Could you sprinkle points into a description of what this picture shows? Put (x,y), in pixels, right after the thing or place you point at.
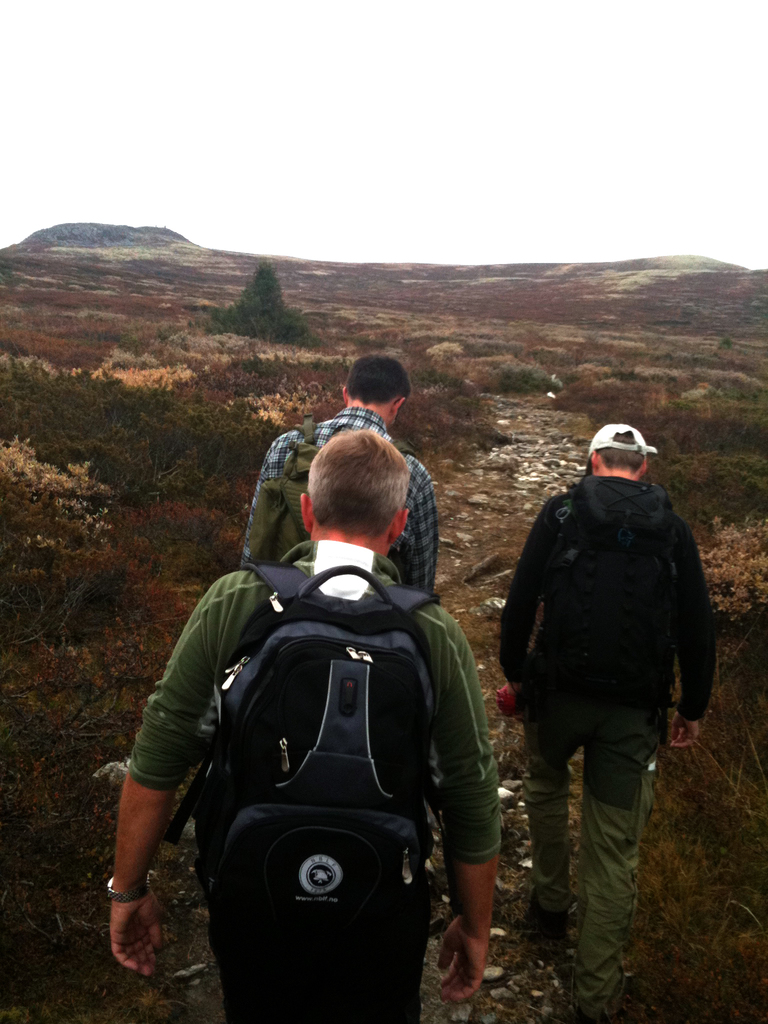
In the image are three men (639,734) with backpacks (369,795) walking on a path (505,468), the place seems to be mountain area (169,303) filled with many shrubs (156,662) all over and over the background (566,195) there is sky (511,120).
